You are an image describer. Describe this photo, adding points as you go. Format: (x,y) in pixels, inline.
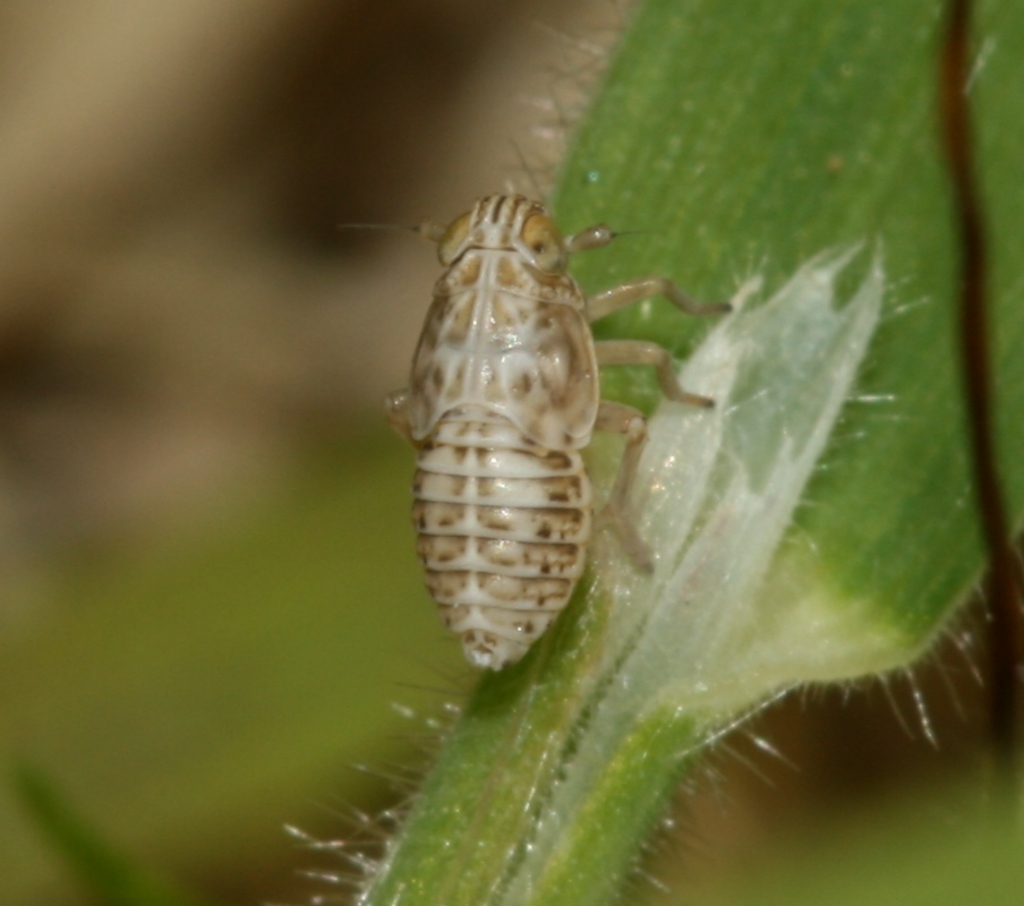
In this image there is a small insect (568,381) on the green leaf (696,281).
